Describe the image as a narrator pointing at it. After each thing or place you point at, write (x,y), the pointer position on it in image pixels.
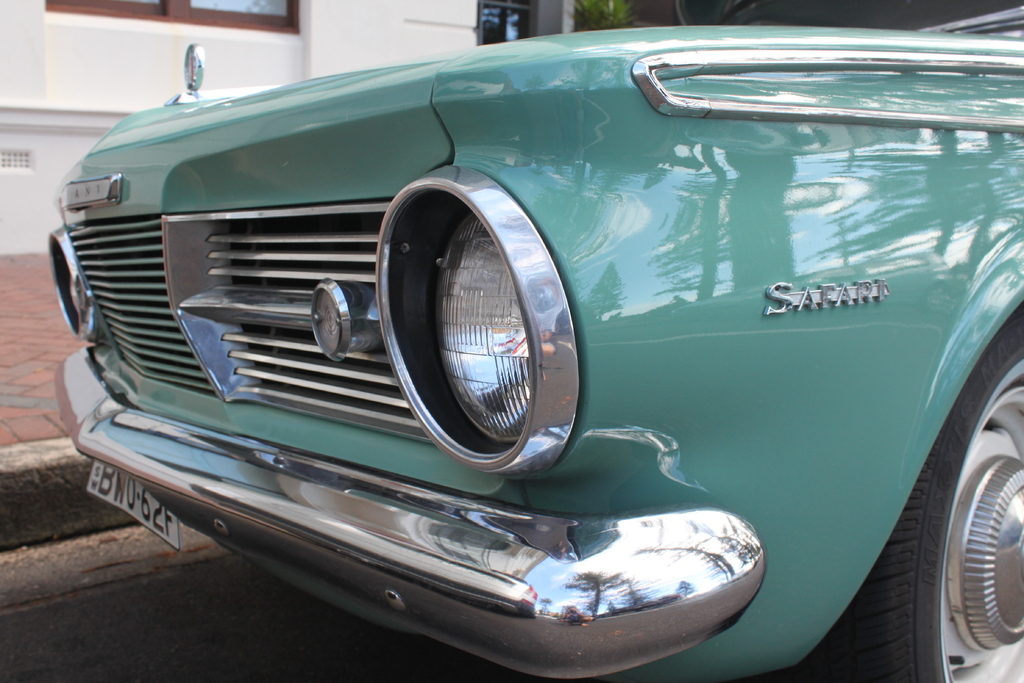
The picture consists of a car (325,182). In the background (412,44) there is a building (301,17). At the bottom (177,636) it is road (449,653).
